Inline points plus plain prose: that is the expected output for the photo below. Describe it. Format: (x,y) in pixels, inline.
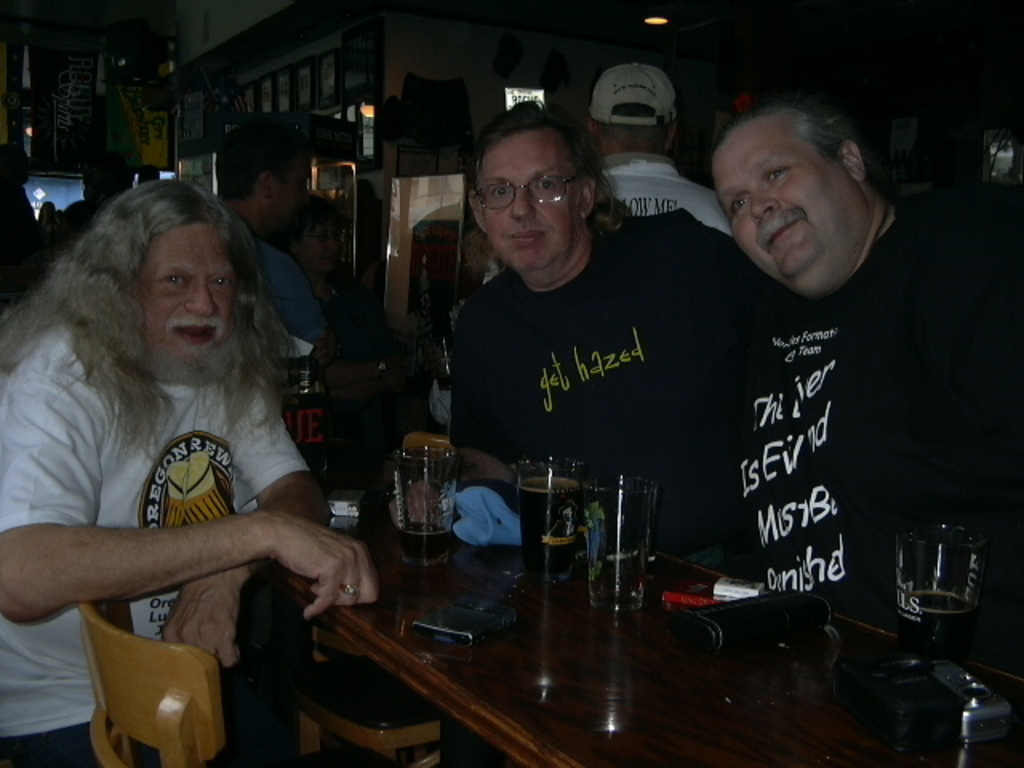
In this image we can see persons (480,463) at the table (672,638). On the table (493,554) we can see glass tumblers (420,516), beverage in glass (543,529), mobile phone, cigarette pack (345,501) and camera (873,658). In the background (11,200) we can see persons (12,231), photo frames (347,72) and wall (449,33).
